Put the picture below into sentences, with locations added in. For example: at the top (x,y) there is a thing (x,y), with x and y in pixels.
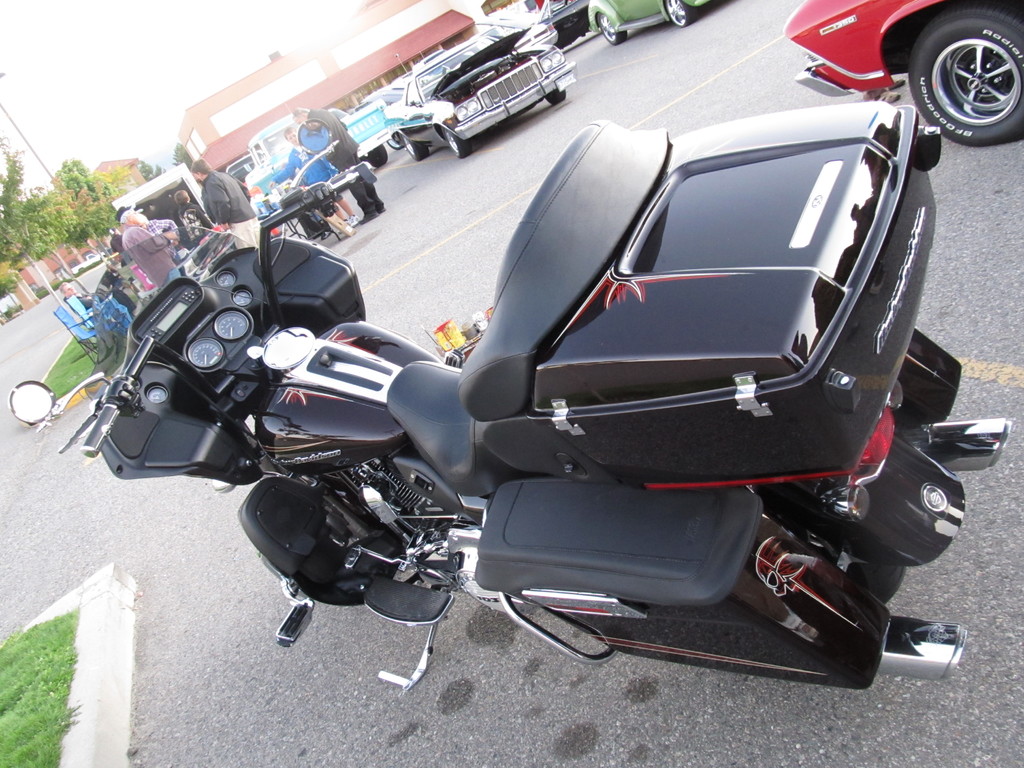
In this image we can see black color bike (676,411) parked on the road (715,722). In the background (437,99), we can see cars (600,28) parked on the road (776,45), people (339,169) standing here, trees (79,168), pole (53,176), building (222,117) and the sky (168,104).
